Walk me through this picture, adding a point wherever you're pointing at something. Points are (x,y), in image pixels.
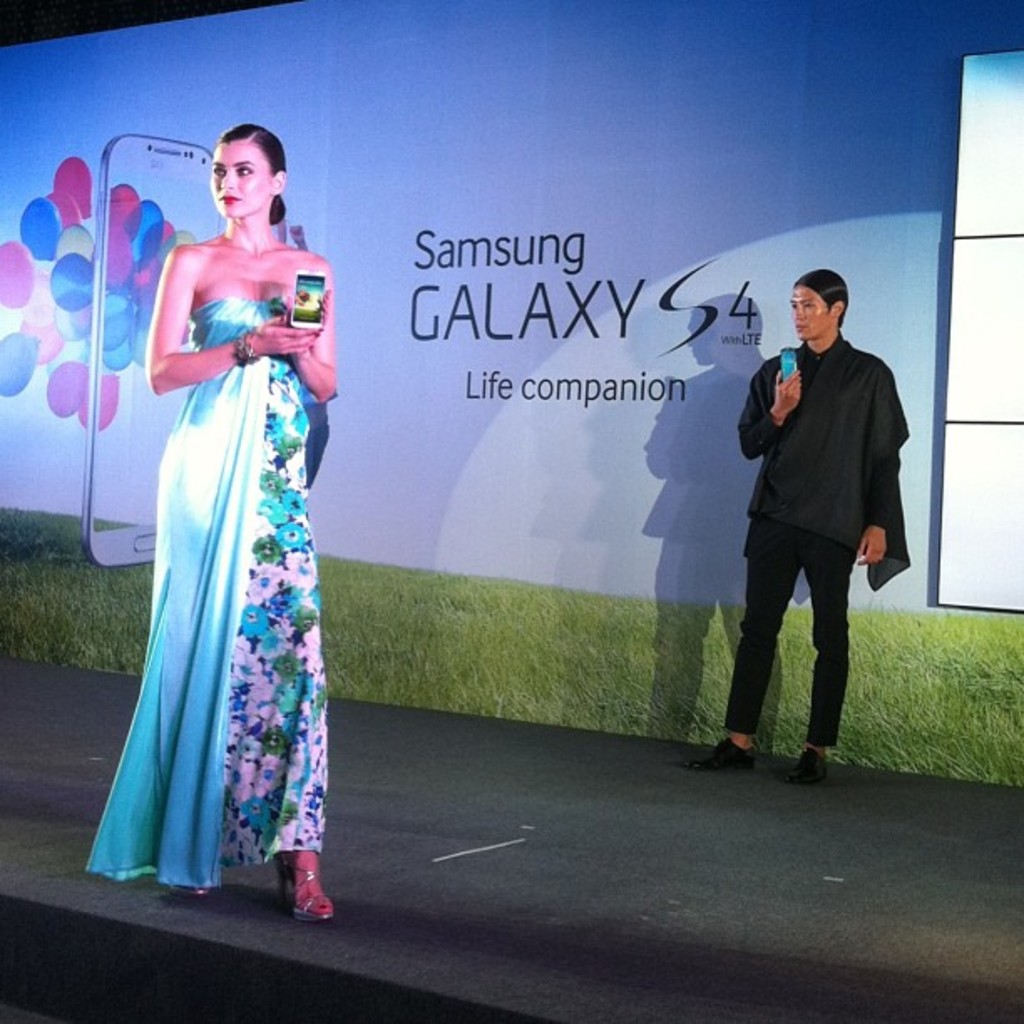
In this picture there is a woman (231,479) wearing blue dress (209,551) is standing and holding a mobile phone (305,276) in her hand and there is another person (807,490) wearing black dress (822,508) is standing and holding a mobile phone (794,355) in his hand (794,395) behind her and there is a banner (595,151) behind them which has Samsung galaxy s4 written on it.
